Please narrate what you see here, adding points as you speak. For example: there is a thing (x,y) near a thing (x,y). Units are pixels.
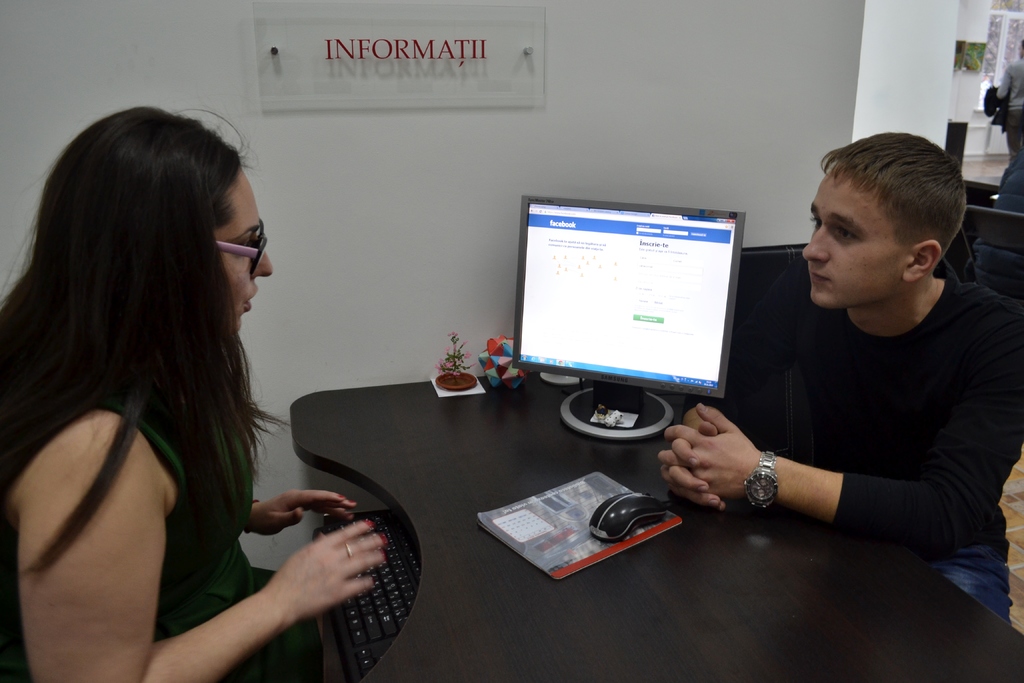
In this picture we can see a woman (238,278) and a person (810,399). We can see the keyboard (397,547), mouse (607,533), computer (648,414) and other objects (464,367) on the table (473,496). There is some text (601,249) visible on the screen (597,358) of a computer (615,303). We can see a person (1004,88) and a few objects (1004,107).
